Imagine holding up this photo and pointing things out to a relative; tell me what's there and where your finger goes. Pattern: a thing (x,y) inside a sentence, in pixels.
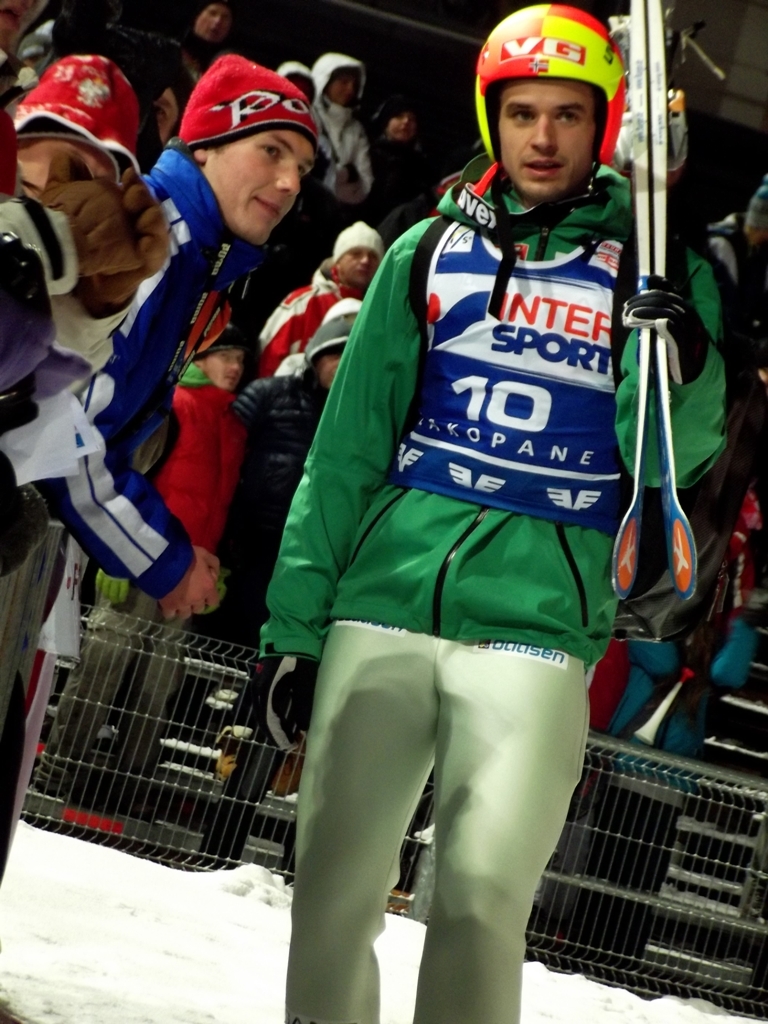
In this image I can see number of people (424,322) and I can see all of them are wearing jackets (414,385) and caps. In the front (355,364) I can see one of them is wearing gloves (643,311) and a helmet (485,88). In the background (234,931) I can see ground (691,1004) full of snow (629,994).
